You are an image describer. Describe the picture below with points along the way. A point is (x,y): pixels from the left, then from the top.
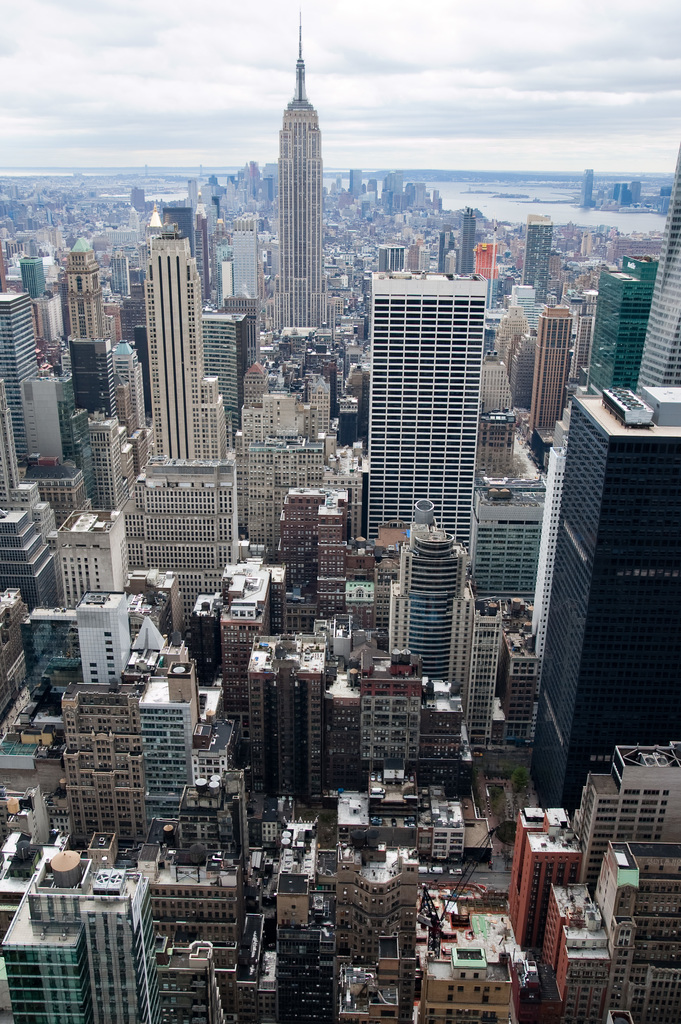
In this image, we can see buildings (394,433) and at the top (404,58), there is sky (480,45).
